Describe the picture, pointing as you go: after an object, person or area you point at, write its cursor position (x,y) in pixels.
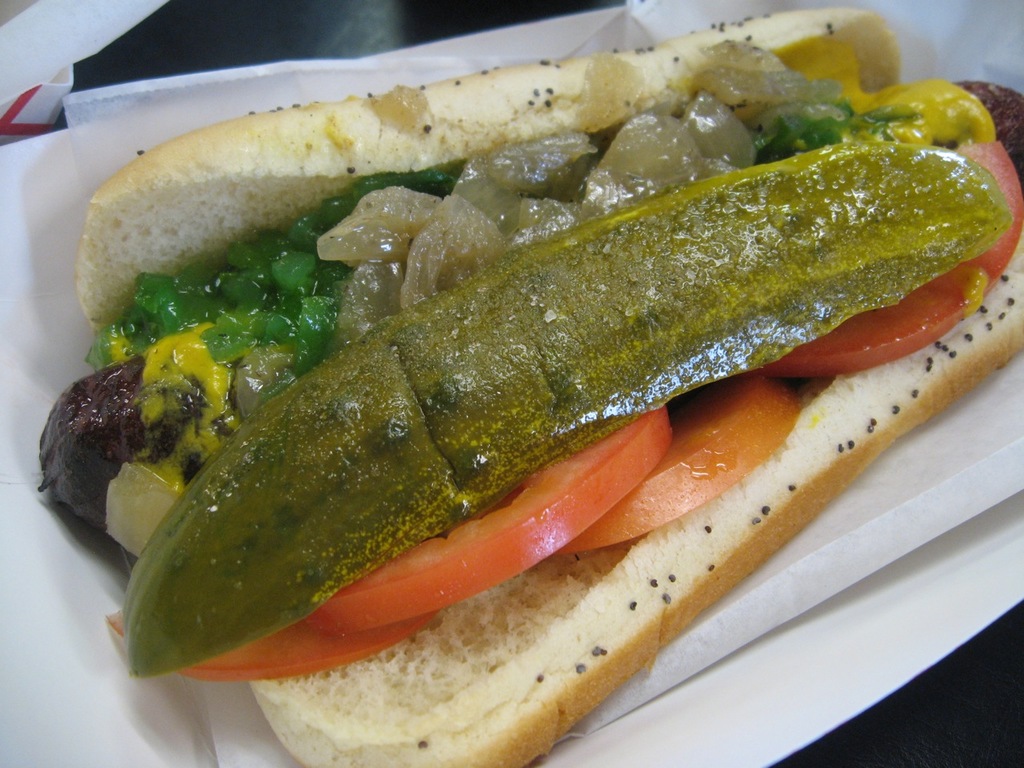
In the middle of this image (630,260), there is a hot dog (465,254) having ingredients (518,177) in it which is placed on a white color paper (1004,79). This white color paper (996,473) is placed on a white color plate (778,704). This white color paper (600,722) is placed on a surface (886,741). In the background (26,39), there is a white color object (39,31). And the background (160,50) is dark in color.
